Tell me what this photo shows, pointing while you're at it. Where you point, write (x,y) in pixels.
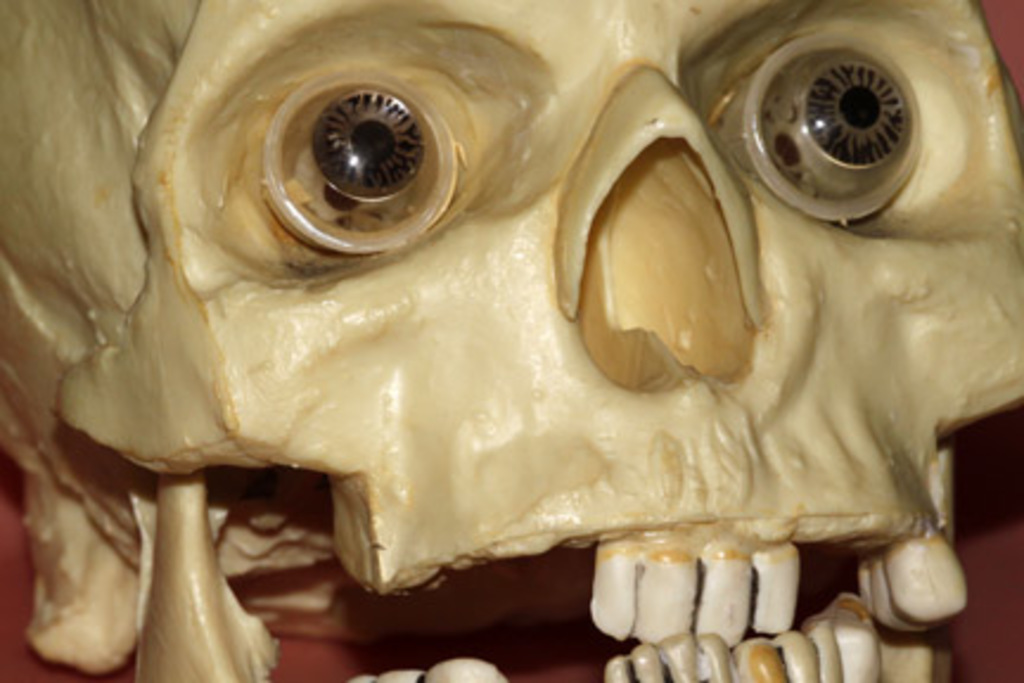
In this image there is a sculpture (907,130) of a skull (601,16).
